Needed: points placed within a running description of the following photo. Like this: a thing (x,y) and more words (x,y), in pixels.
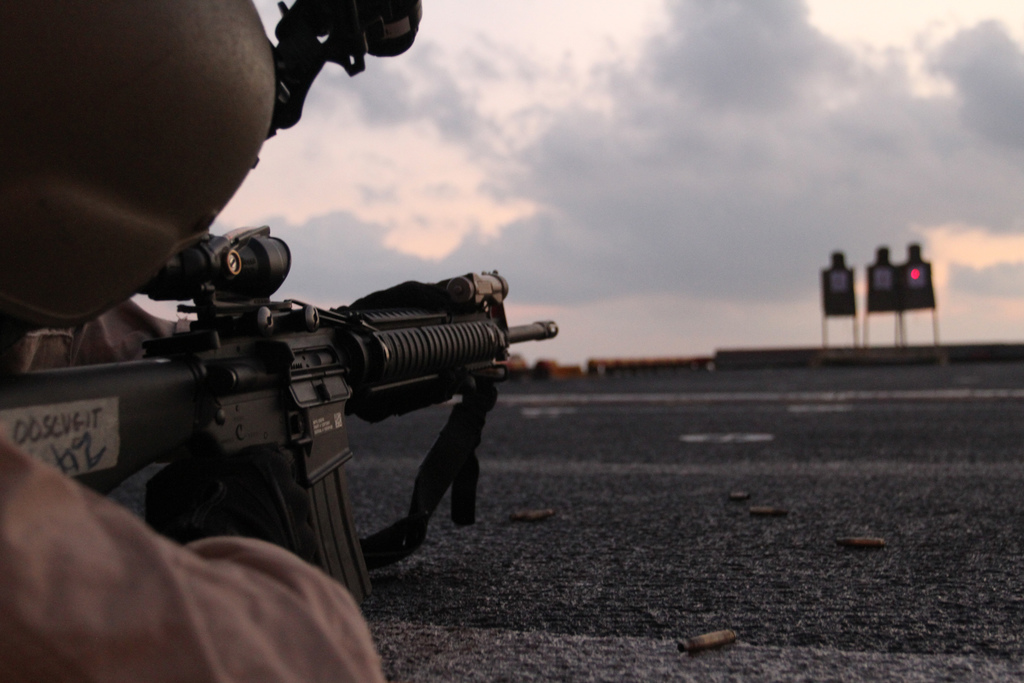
In this image we can see a person (34,555) holding a gun (342,461) in his hand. On the right side of the image (921,304) we can see some boards (909,298) placed on stands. At the bottom of the image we can see some bullets (867,538). At the top of the image (721,74) we can see the cloudy sky (806,340).
